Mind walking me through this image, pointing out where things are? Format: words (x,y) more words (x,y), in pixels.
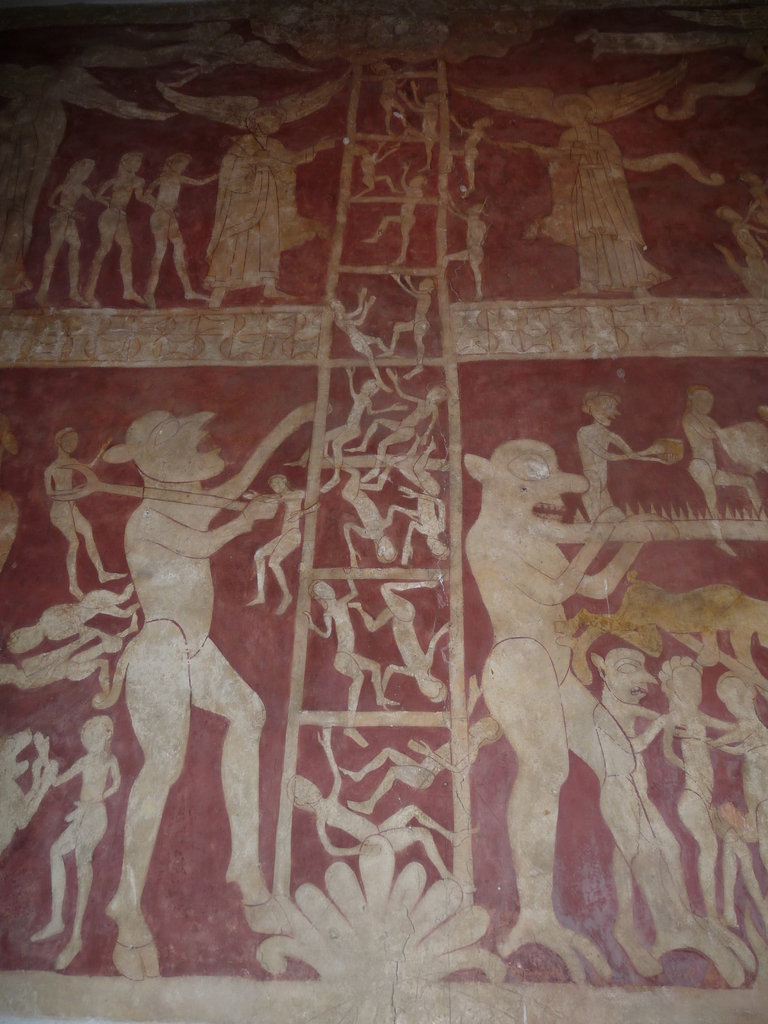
There is a wall (256,427) with some paintings (347,372) on that.
